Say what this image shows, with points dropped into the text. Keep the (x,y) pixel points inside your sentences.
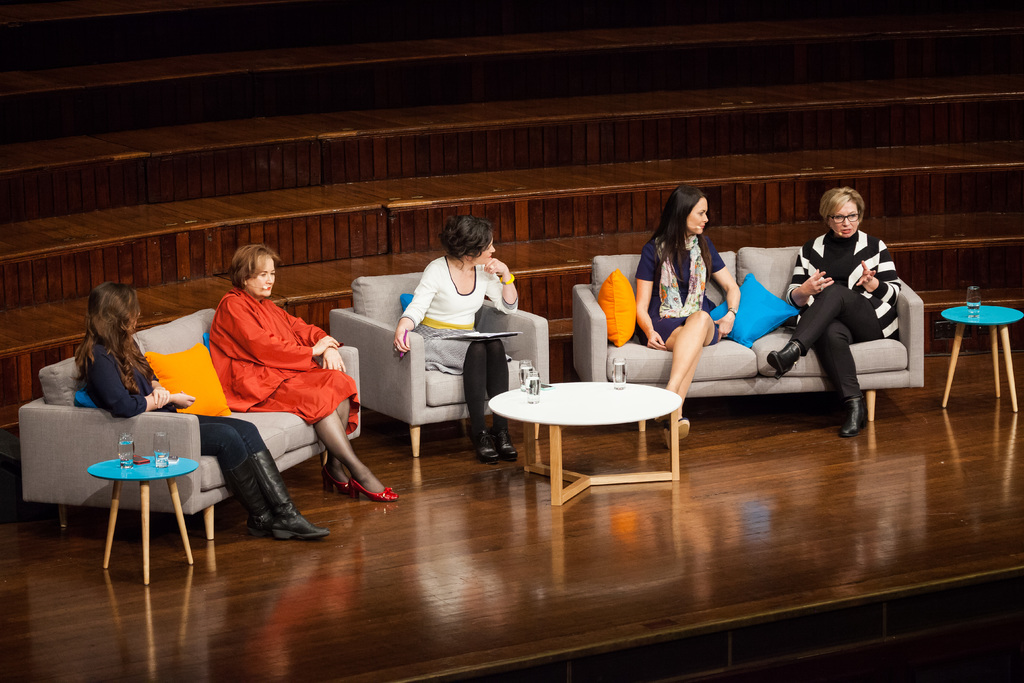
Here we can see all the women (279,370) sitting on chairs (517,318) in front of a table (589,481) and on the table (643,446) we can see water glasses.
